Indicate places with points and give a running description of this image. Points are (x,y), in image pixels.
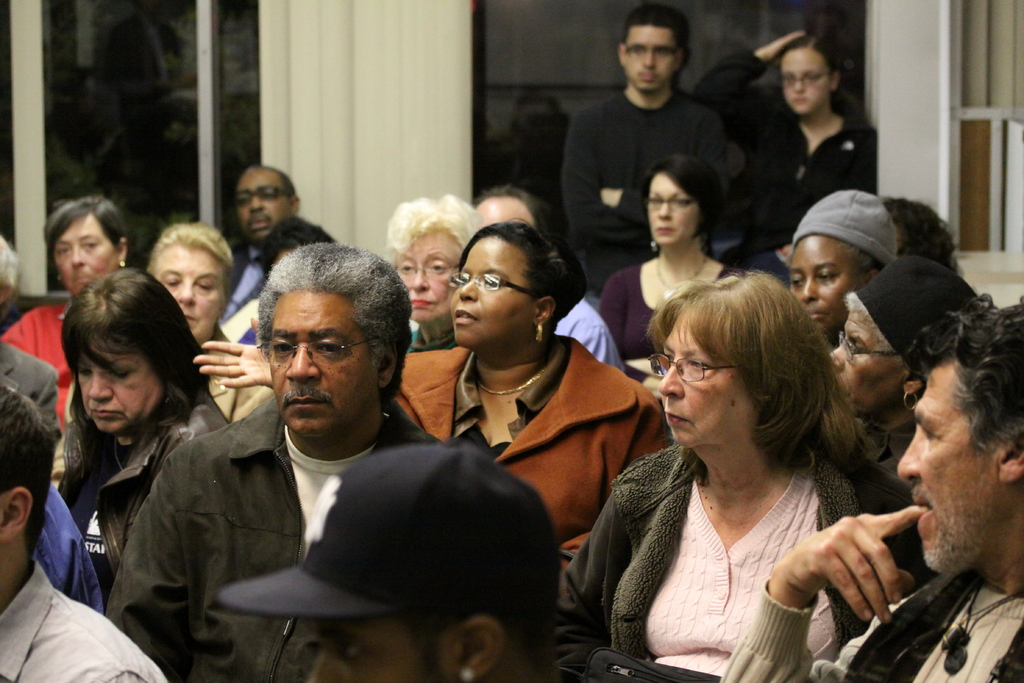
In this picture we can see some people (211,310) are sitting on the chairs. In the background of the image (176,30) we can see the wall (340,141), windows (621,15) and two people (717,125) are standing.
